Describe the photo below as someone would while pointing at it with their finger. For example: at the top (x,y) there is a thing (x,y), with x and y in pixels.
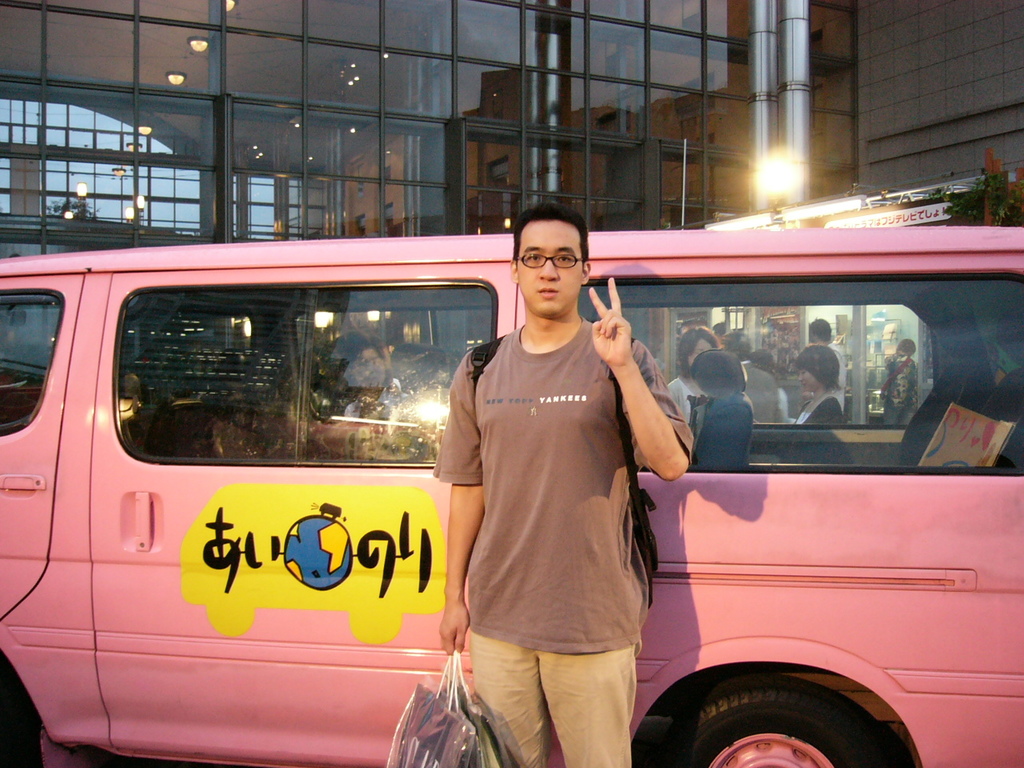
In this picture we can see a man (523,500) is holding some objects (435,736) and standing on the path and behind the man (517,532) there is a pink vehicle (716,505) and behind the vehicle (733,387) there are groups of people (821,397) standing, building (417,100) and in the building (236,194) we can see there are ceiling lights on the top (227,3).
